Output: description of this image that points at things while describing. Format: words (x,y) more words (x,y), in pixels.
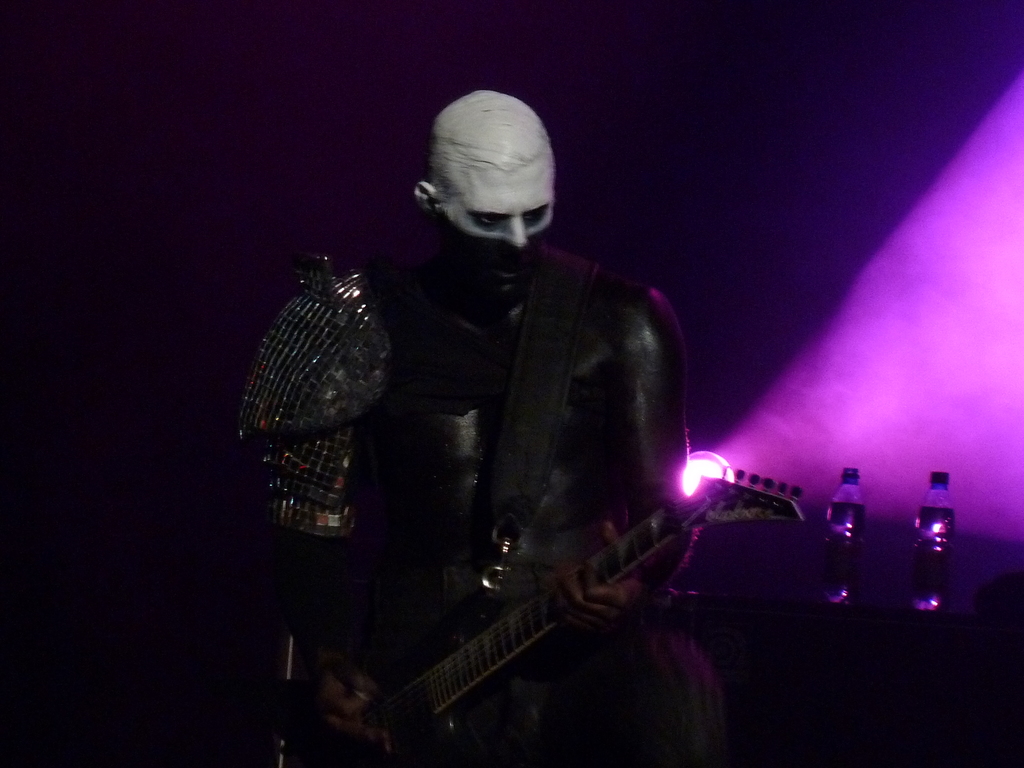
A man (537,159) is playing a guitar (528,614) on a stage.
